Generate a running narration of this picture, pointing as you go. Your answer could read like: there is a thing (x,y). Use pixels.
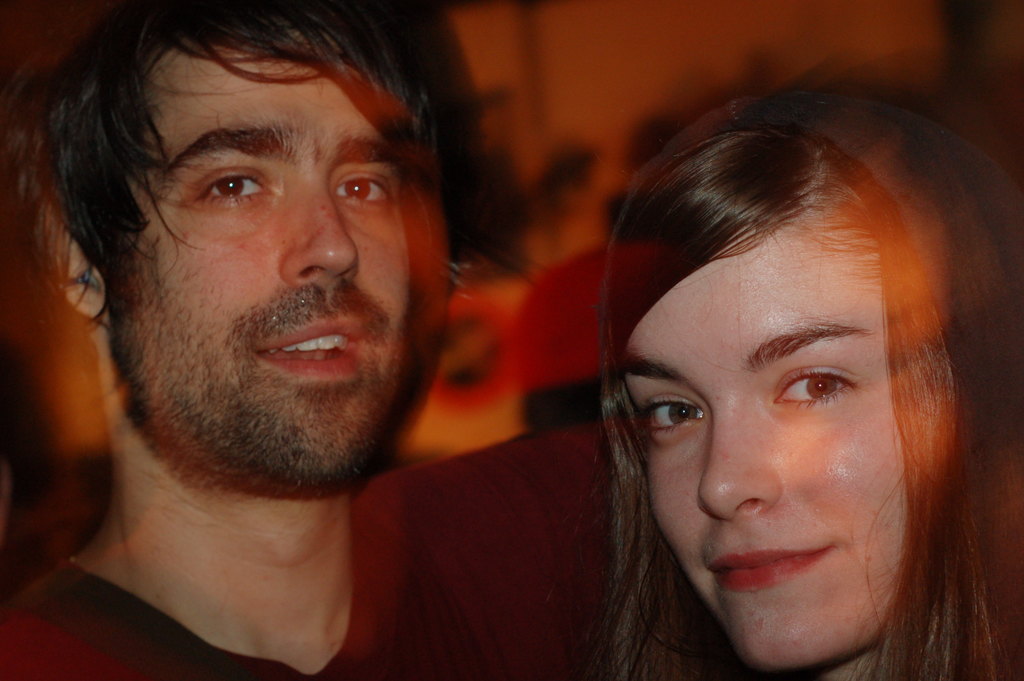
In the image there is a man (340,521) and woman (694,446) in the front (702,487) smiling and the background (487,392) is blurry.
